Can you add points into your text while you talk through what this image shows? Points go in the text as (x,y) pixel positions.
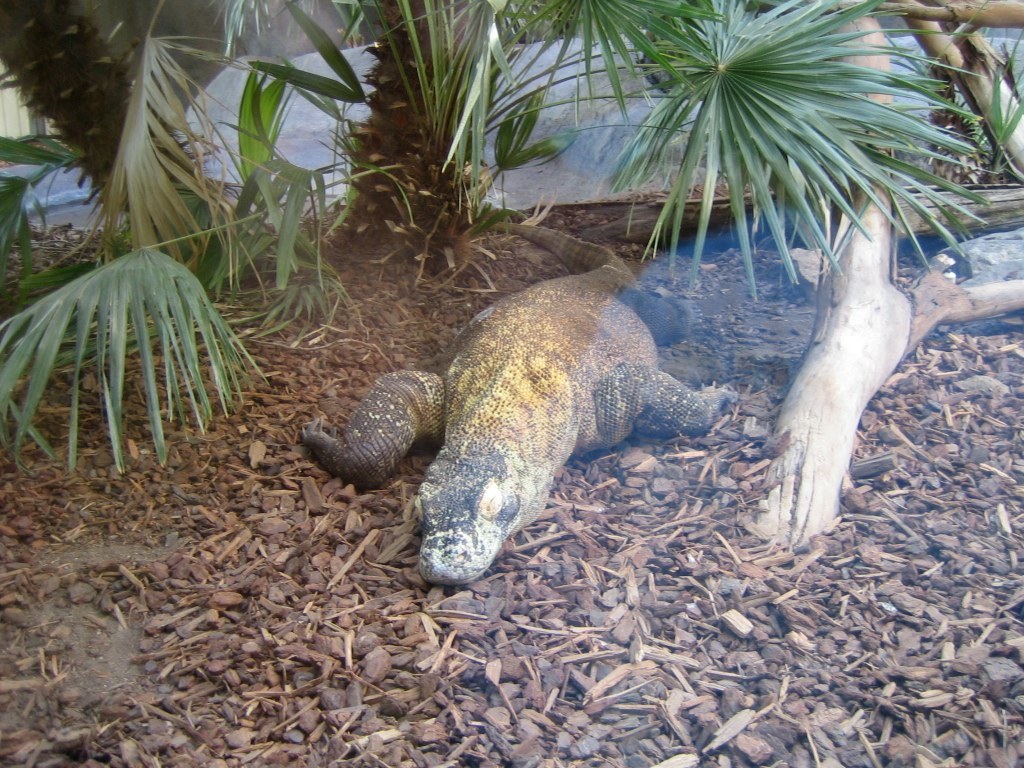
In this picture there is an animal (499,404). At the back (102,169) there are trees (102,169). At the bottom (116,740) there are stones (414,684) and wooden pieces (313,656) and there is a tree branch (796,533).
